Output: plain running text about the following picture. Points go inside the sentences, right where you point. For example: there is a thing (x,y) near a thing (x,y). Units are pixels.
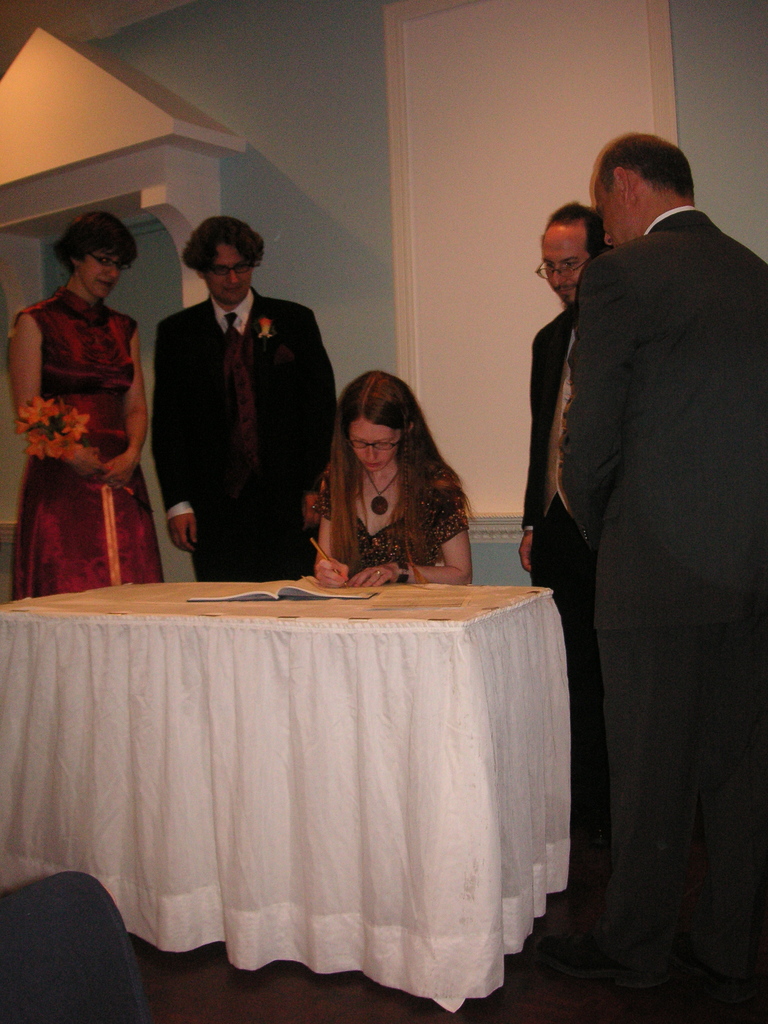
There are four people (290,354) standing and one woman (401,389) sitting. This is the table (287,617) covered with white cloth (407,629). This looks like a book (293,600) placed on the table (373,622). These are bunch of flowers (71,438) which is holded by the women (90,382).
